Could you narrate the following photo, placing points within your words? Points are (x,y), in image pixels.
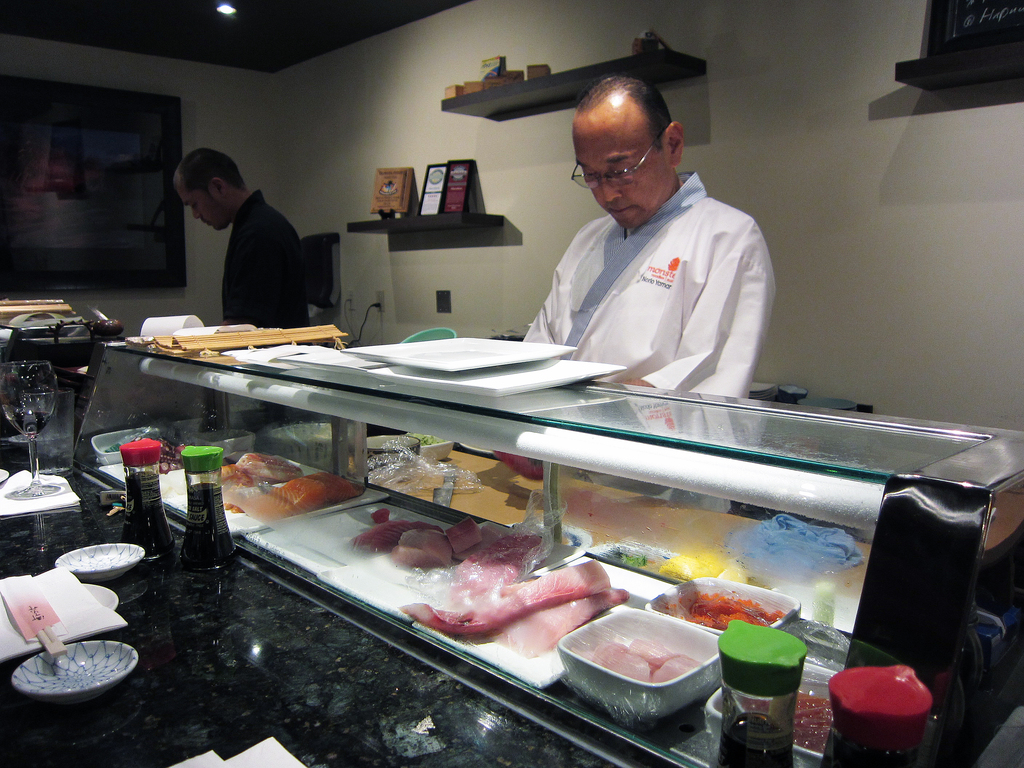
In this picture I can see two men (605,89) are standing. This man (563,292) is wearing spectacles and white color dress (639,275). In the background (393,207) I can see some objects (395,189) attached to the wall (352,161). In the front of the image (292,589) I can see food items (513,631), glass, tissues (115,616), bottles (205,503) and other objects (674,694) on the table (454,730).
